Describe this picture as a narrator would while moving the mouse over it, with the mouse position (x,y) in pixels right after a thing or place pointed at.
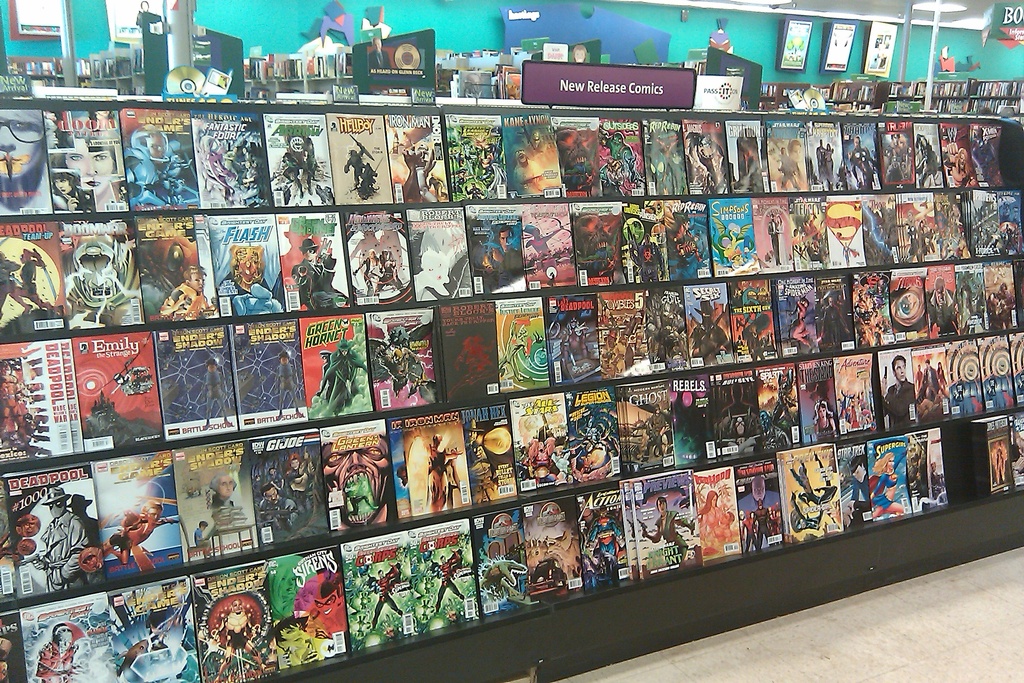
In the center of the image (376,245) we can see a rack (490,100) contains books (399,164) and some objects (609,63), boards (688,75). At the top of the image (753,23) we can see wall (737,19), roof (850,12), light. At the bottom right corner (885,631) there is a floor (979,584).
